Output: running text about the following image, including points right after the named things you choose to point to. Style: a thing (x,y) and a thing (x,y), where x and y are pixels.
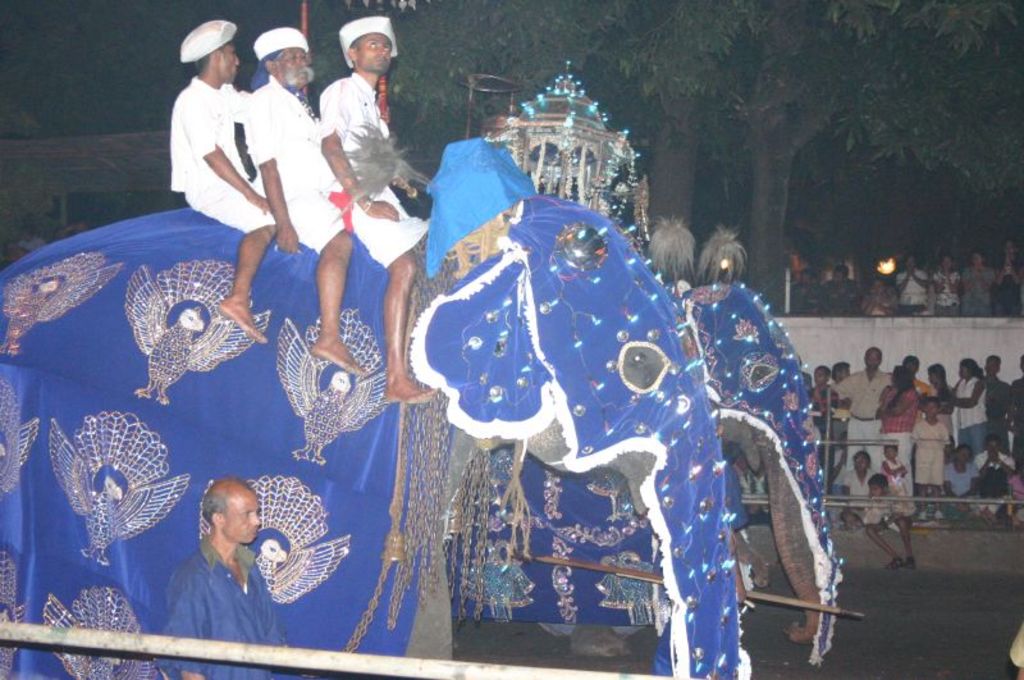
In this image i can see three man (295,131) sitting on an elephant (394,414) at the right (915,385) there are few other persons (881,381) standing at the back ground (843,74) i can see a tree (895,82) and some persons (909,280).
